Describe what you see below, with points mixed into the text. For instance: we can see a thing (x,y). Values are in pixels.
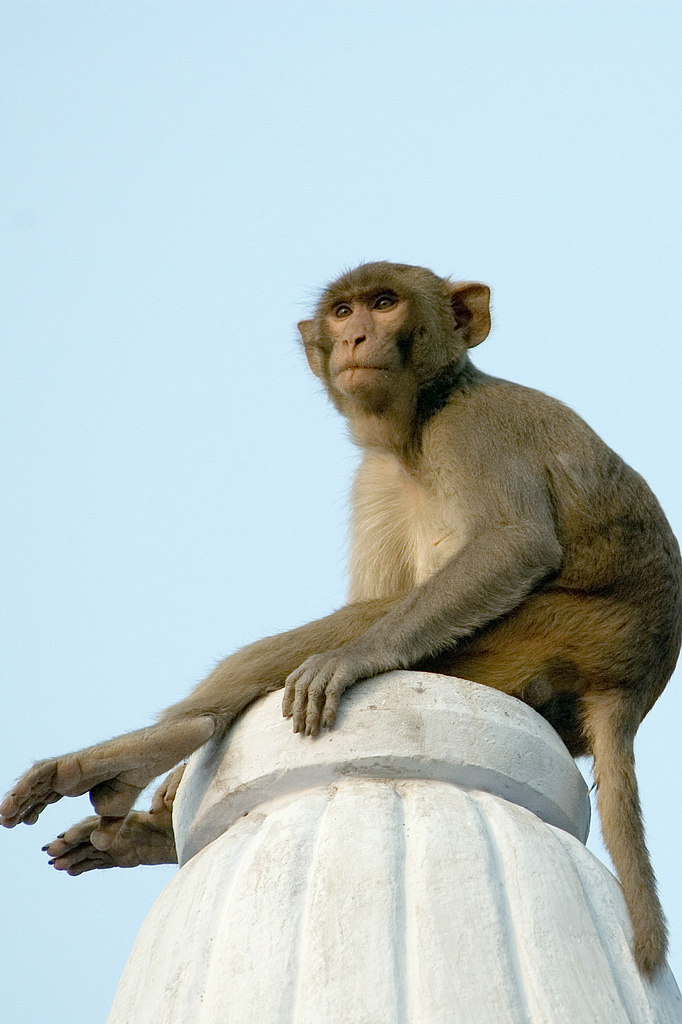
In this image there is a monkey (435,623) on the rock structure (448,768). In the background (451,168) there is the sky (420,166).
